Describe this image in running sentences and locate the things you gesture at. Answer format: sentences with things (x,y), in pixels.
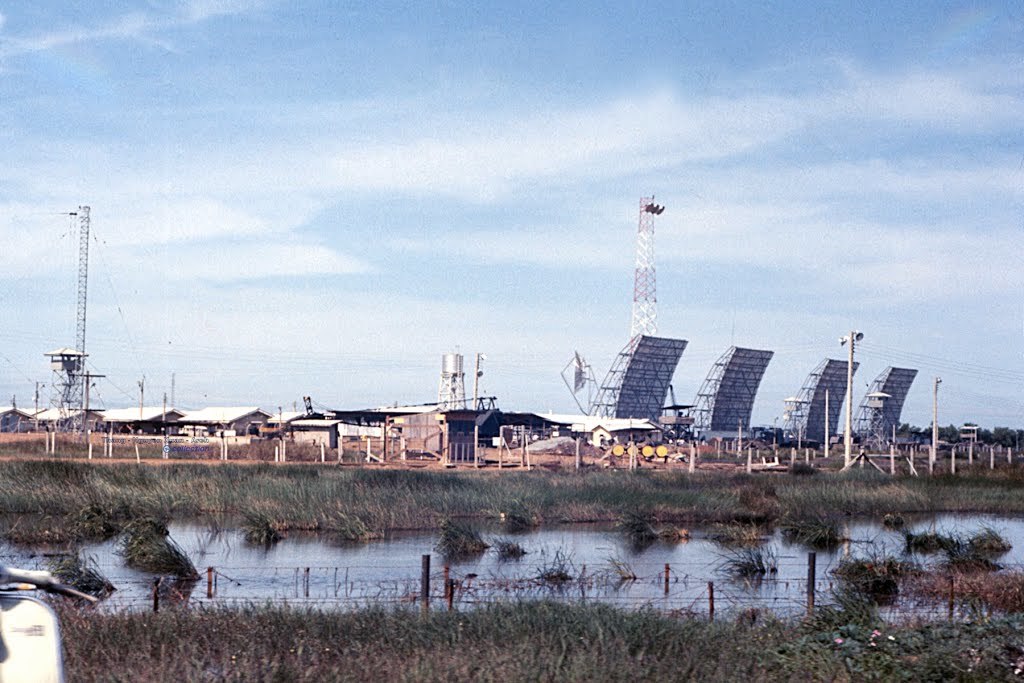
In the picture I can see water (518,565) and there is greenery grass (359,491) on either sides of it and there are few buildings (303,420), towers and some other objects (620,401) on it.
